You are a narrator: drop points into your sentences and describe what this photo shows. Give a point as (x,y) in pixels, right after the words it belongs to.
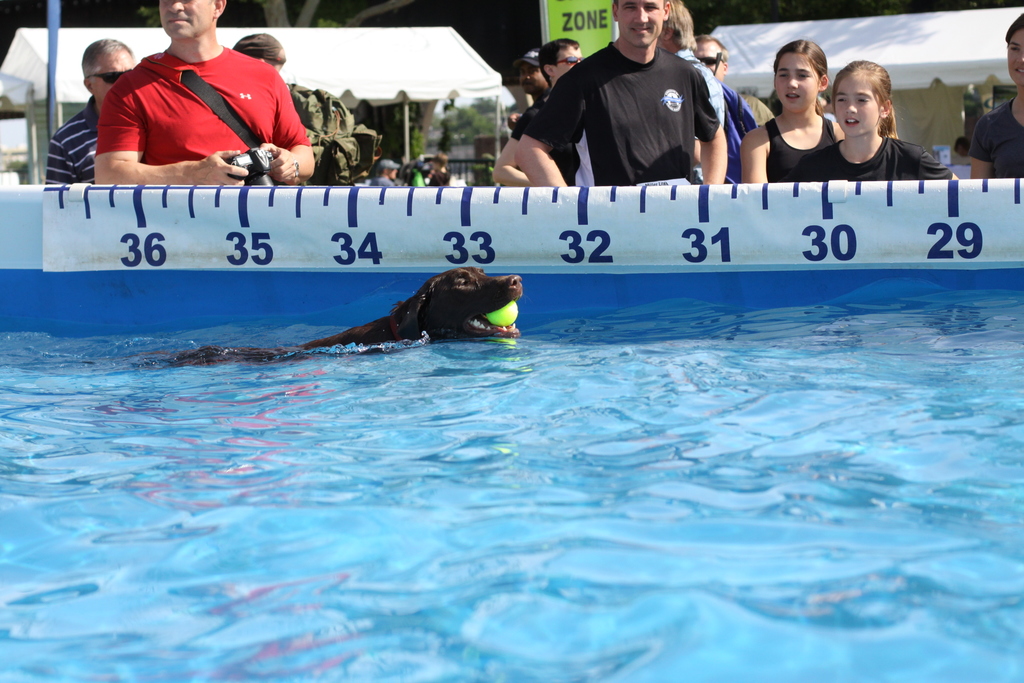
In the foreground of this picture (484,374), there is a dog (512,298) holding a ball (501,318) in its mouth (509,333) in the swimming pool (529,502). In the background (105,75), there are persons (571,47) watching it, and few tents (382,47).
